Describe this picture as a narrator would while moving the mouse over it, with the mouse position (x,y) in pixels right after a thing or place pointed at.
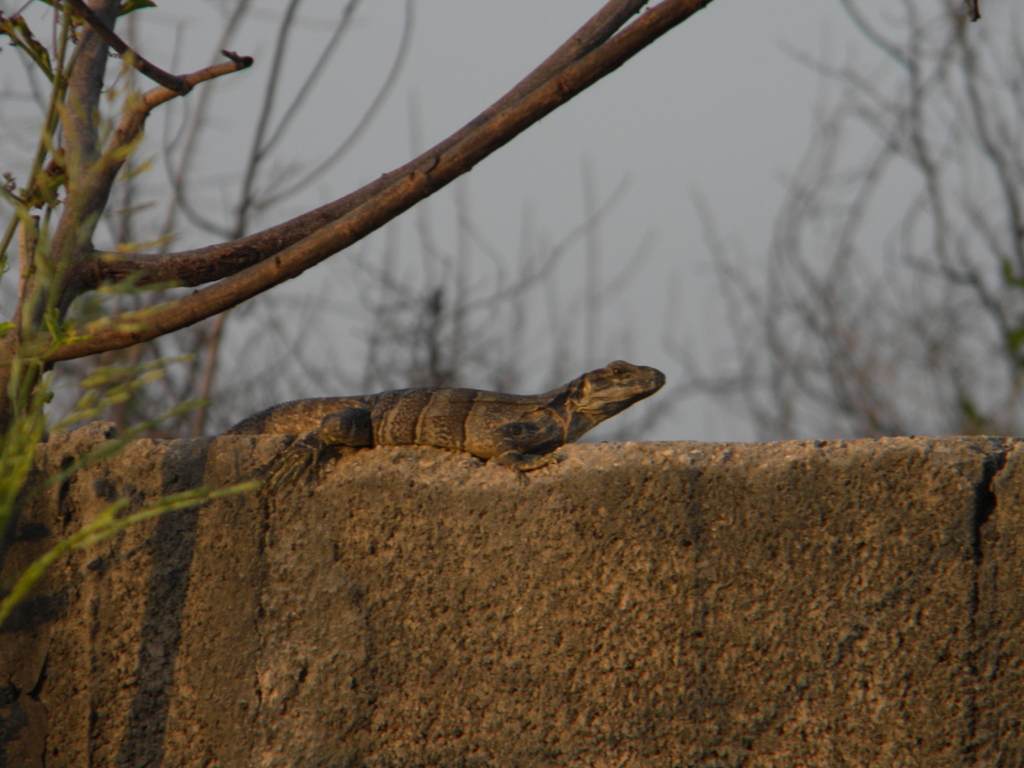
This picture might be taken from outside of the city. In this image, in the middle (642,398), we can see a lizard (495,455) which is on the wall (850,589). On the right side (803,336) and left side (74,346), we can see some trees (807,316). In the background (711,163), we can see a sky (624,258).
